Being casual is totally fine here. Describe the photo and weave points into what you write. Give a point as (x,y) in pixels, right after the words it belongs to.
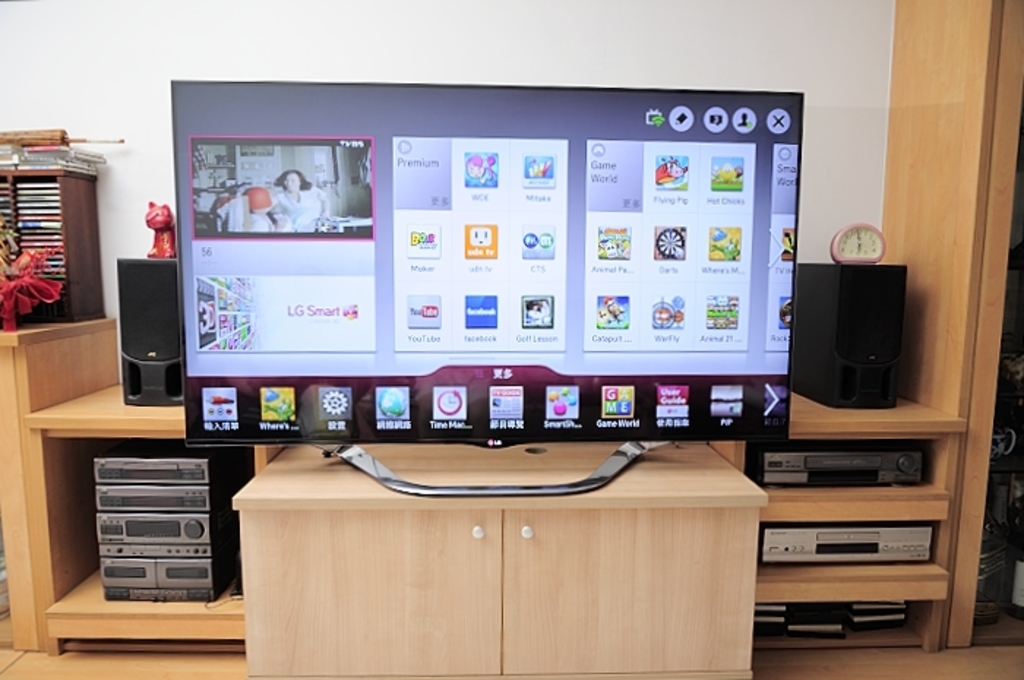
In this picture there is a television (384,305) on the desk (549,504). In the desk (437,536), there are two cabinets (475,603). On the television screen (685,198) there are icons (669,177). Behind it, there is a desk (65,551) with sound speakers (851,336), devices (185,504) etc. On one of the sound speaker (854,312), there is a clock (870,243). Towards the left (75,269), there is a desk (91,215) full of books (85,162).
